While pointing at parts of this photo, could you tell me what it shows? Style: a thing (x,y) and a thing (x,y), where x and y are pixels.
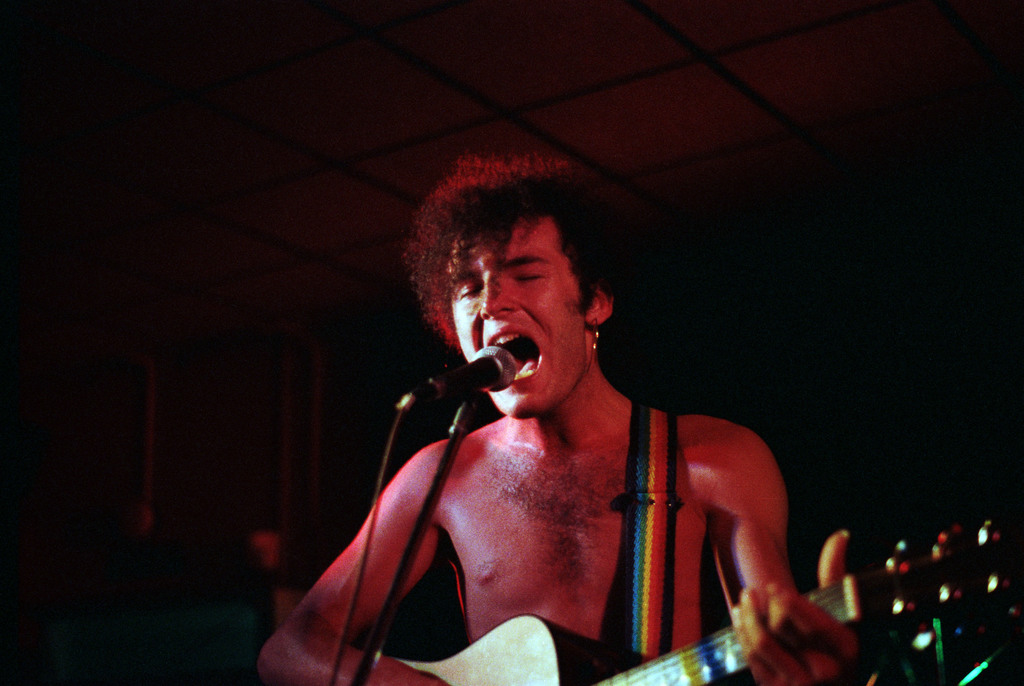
In this picture we can see a person (480,225) is standing and singing, and he is holding a guitar (556,655) in his hands (768,648), and in front (463,378) here is the microphone (501,379) and stand (471,408).
